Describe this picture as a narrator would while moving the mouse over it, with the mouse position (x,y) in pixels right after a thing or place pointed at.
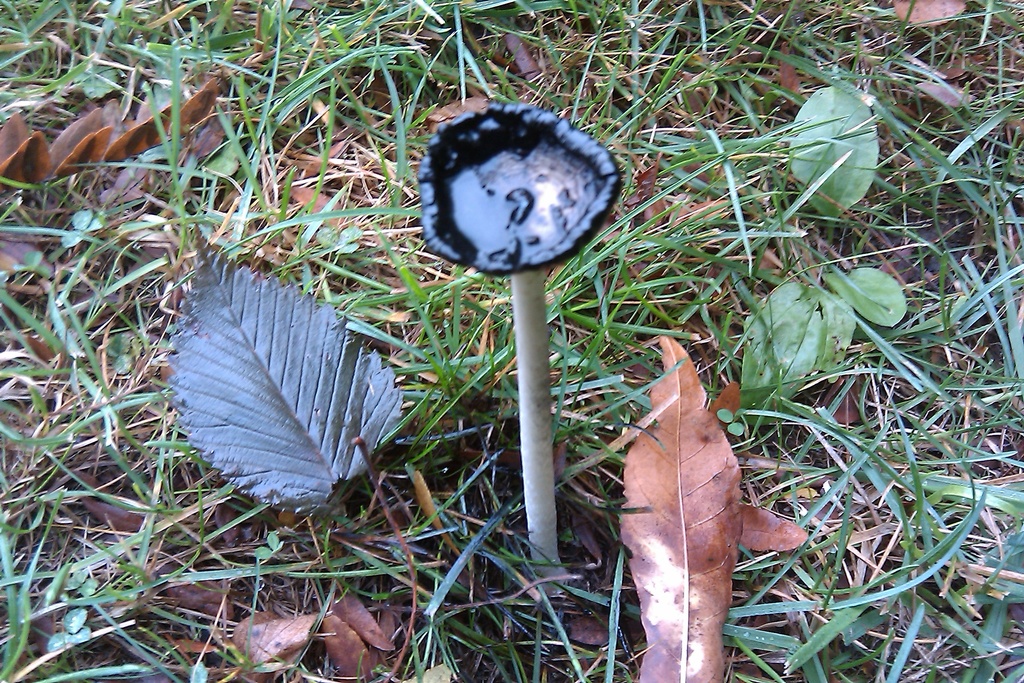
In this picture I can see there is a mushroom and there is grass (563,537) on the floor (222,549) and there are dry leaves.
